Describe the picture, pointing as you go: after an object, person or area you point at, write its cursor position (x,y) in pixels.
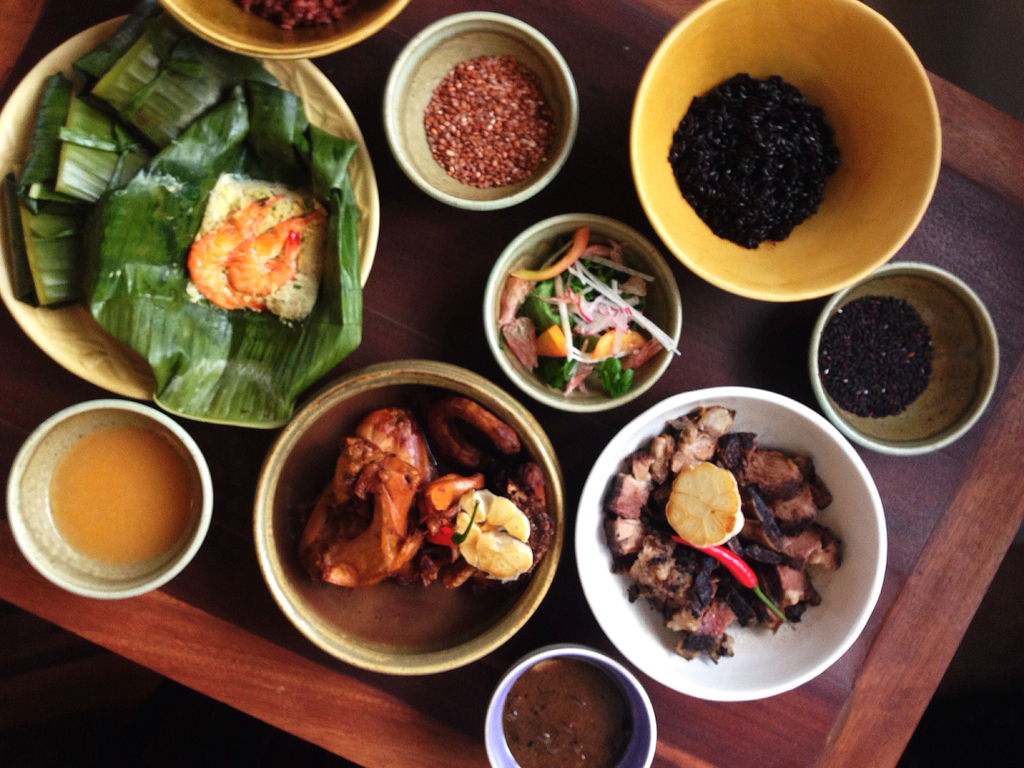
In this image, we can see a tray (935,474). On the tray (757,734), we can see some cups (144,584) and bowls (862,12) with some food item (270,251). In the background (983,41), we can also see black color.
